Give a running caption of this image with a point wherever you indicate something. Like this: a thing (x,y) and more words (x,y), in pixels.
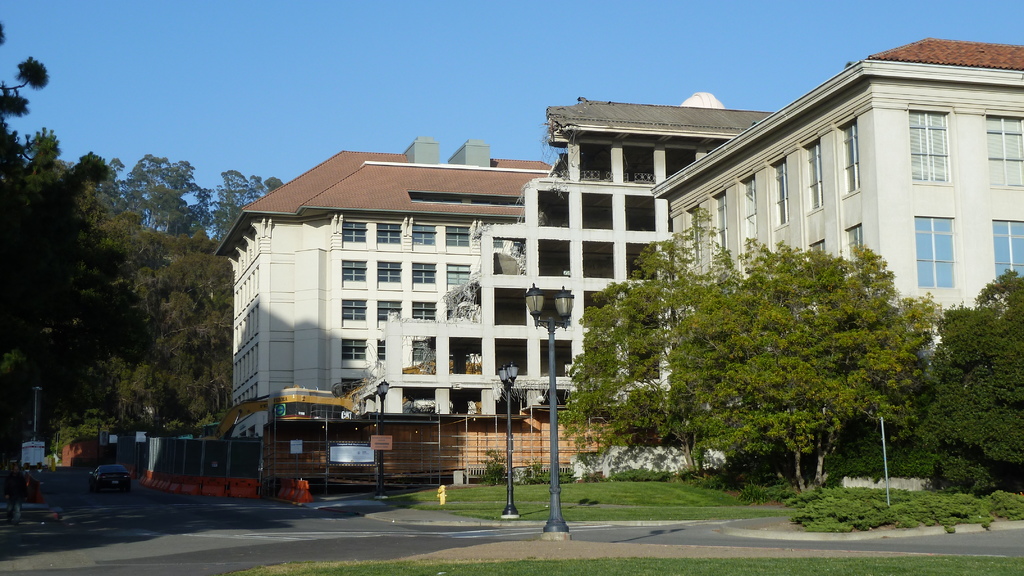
In this picture I can see road (199,528), poles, lights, grass (860,574), plants (860,455), trees (622,404), vehicles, fire hydrant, buildings (561,361), and in the background (626,41) there is sky (553,26).
